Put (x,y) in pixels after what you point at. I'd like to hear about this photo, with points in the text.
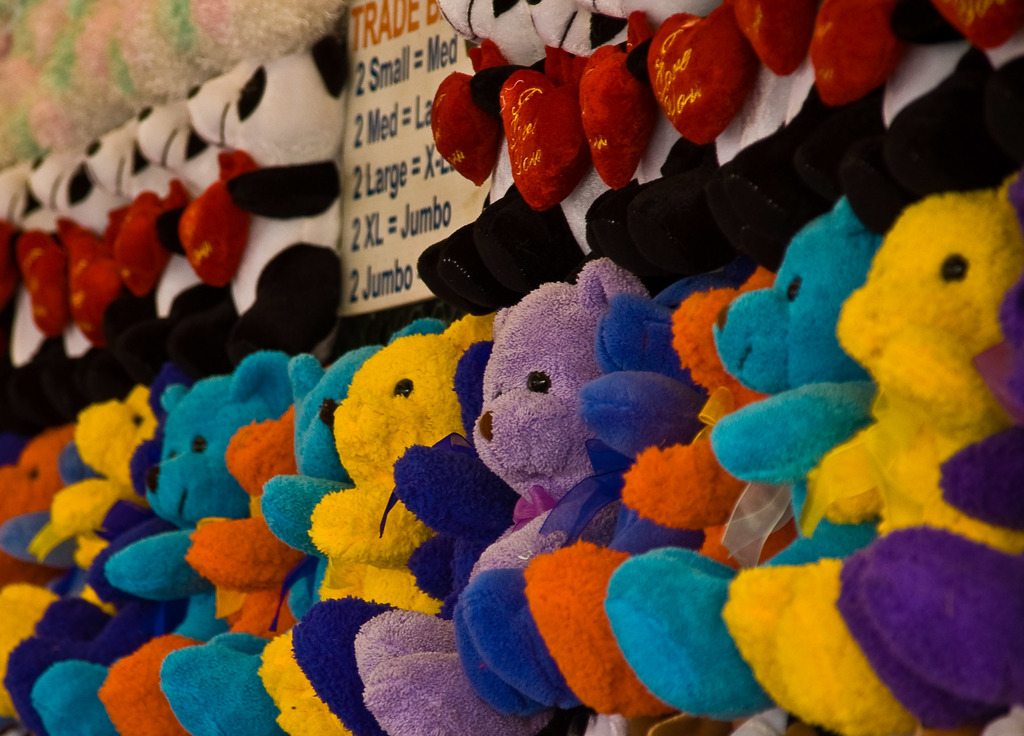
As we can see in the image there are different colors of teddy bear dolls (583,367) and there is a banner (399,136).
